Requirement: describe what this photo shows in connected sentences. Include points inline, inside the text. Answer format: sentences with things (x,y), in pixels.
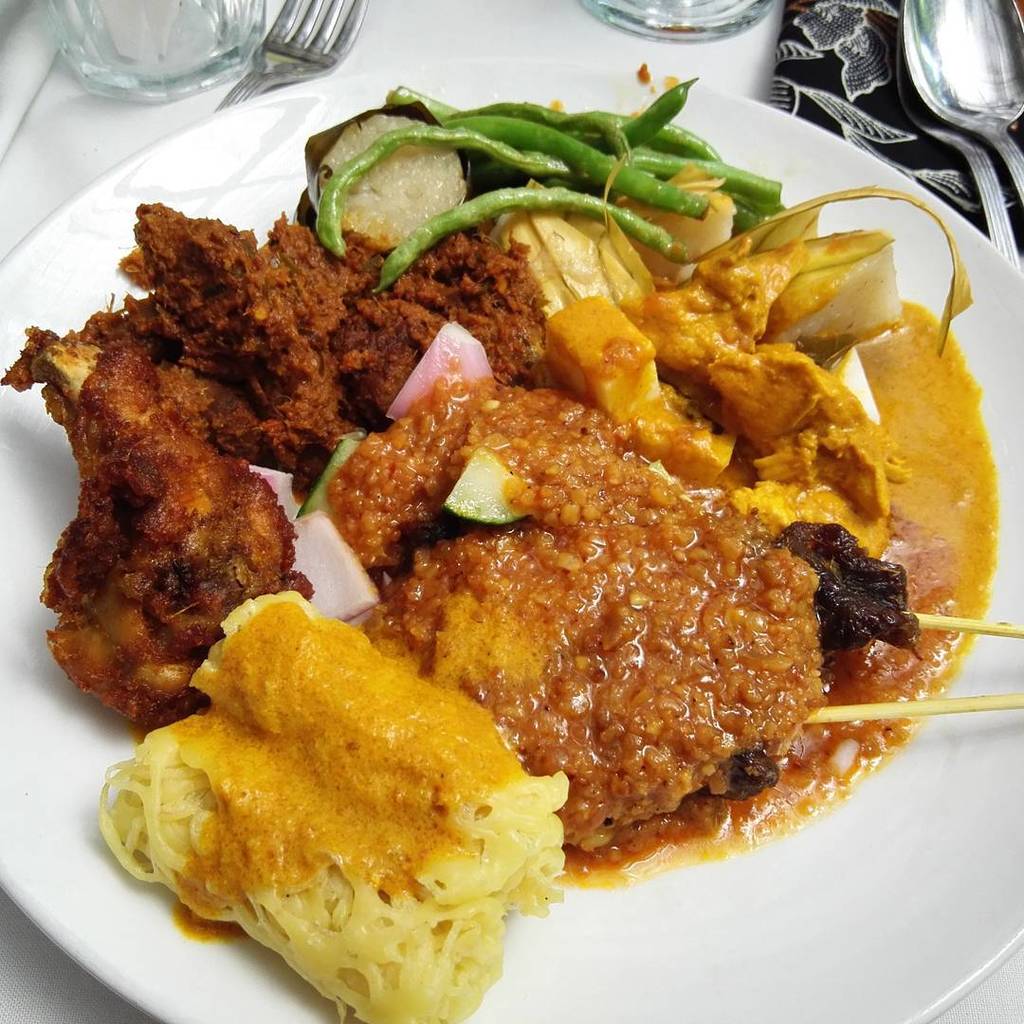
In this picture we can see a plate (641,997) on an object (36,992) and on the object (39,157) there are glasses (135,8), fork (322,35) and spoons (940,15). On the plate (682,959) there are some food items (535,496).
